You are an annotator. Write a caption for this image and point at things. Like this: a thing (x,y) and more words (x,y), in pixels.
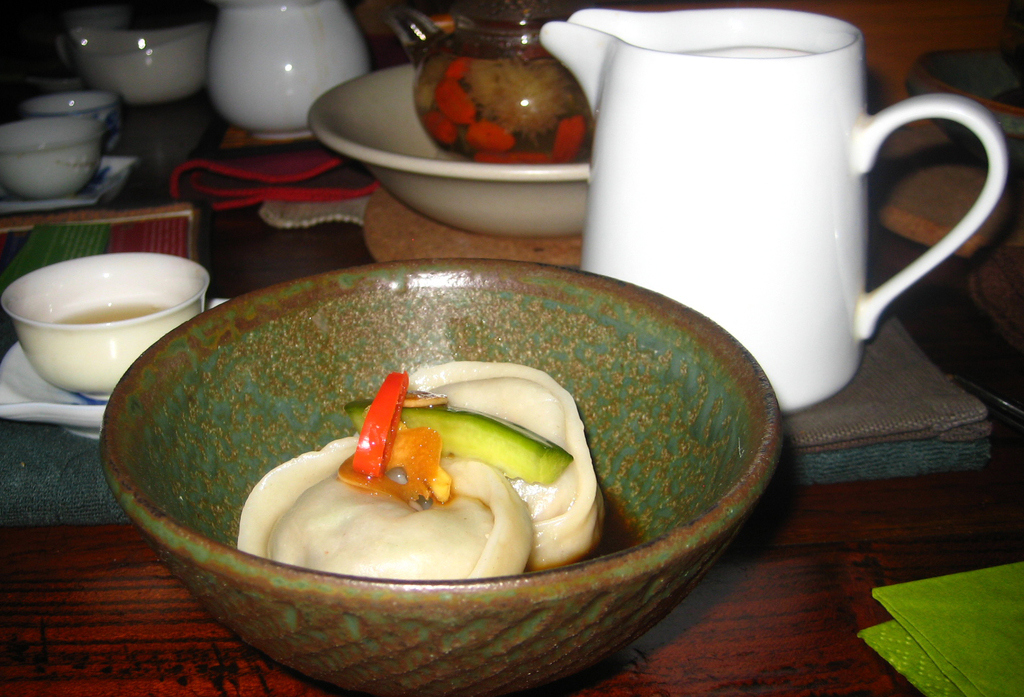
In this picture we can see bowls (81,142), teapot (556,98), jugs (270,54), clothes (821,410) and in a bowl (450,625) we can see food items (364,515) and these all are placed on the wooden surface (229,250) and in the background (298,35) we can see some objects (954,93).
